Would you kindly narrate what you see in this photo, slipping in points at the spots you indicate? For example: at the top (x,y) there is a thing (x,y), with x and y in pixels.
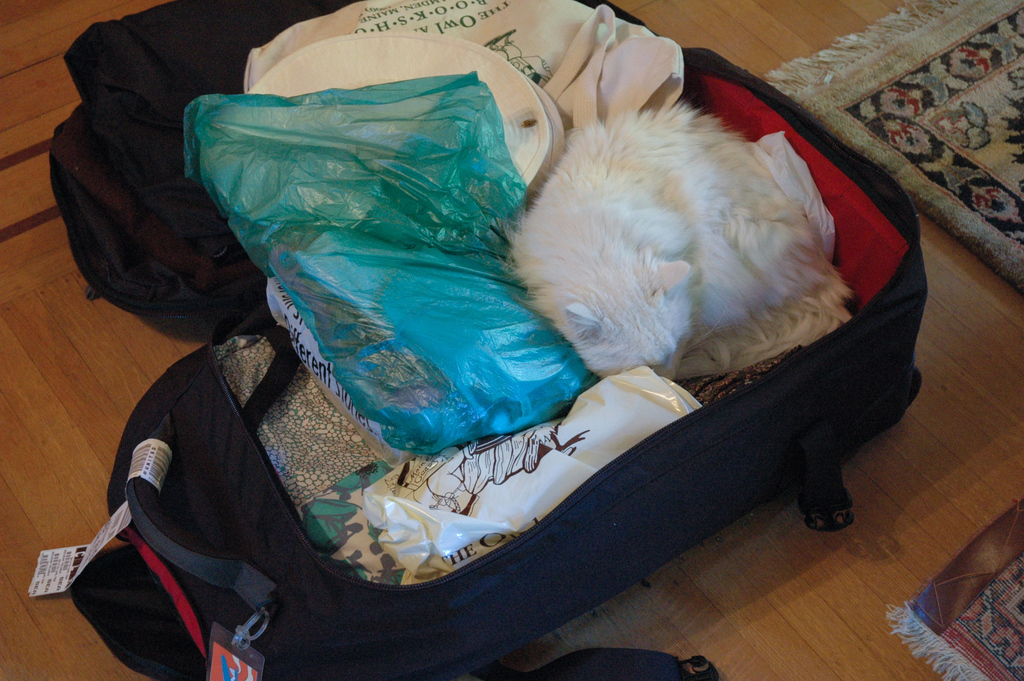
In this image there is a bag (791,457) on the ground (675,613). In the bag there are some clothes (296,435), a cover (421,282), a cat (521,260). Besides it there is a mat (928,74).
